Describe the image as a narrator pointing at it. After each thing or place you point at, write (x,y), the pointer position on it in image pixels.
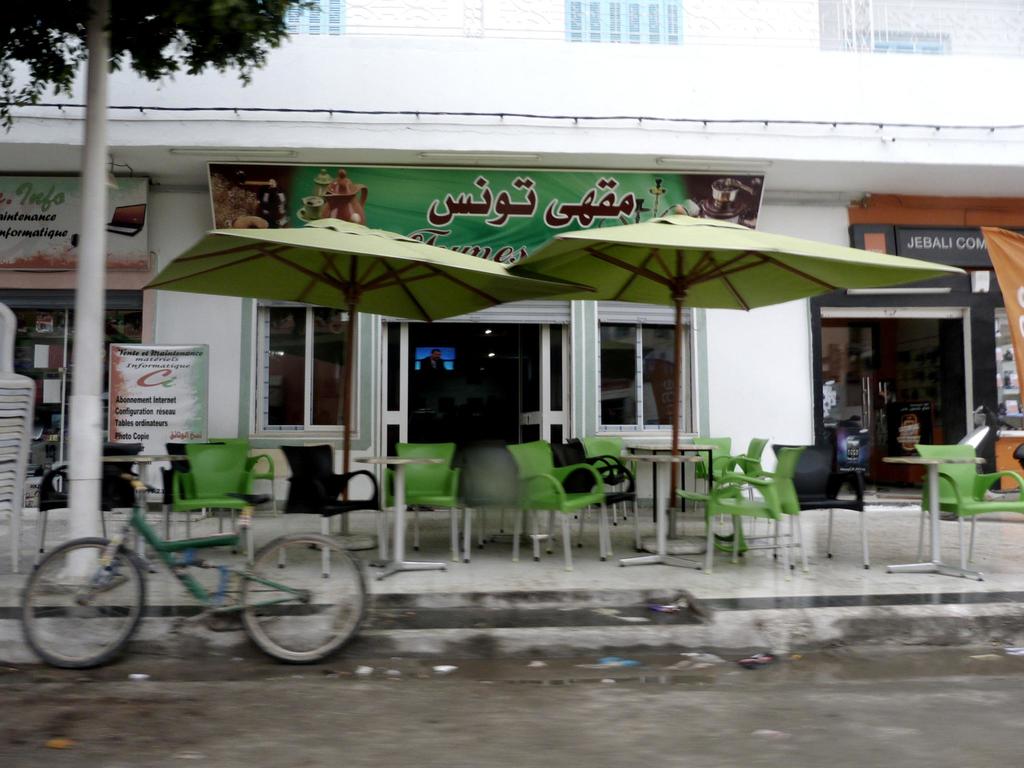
In this image there is a building (263,90), there are windows (318,27) truncated towards the top of the image (646,20), there is the wall (637,94), there are banners (391,210), there is text (435,212) on the banners (262,218), there is a pole (84,180) truncated towards the top of the image (113,19), there is a tree (171,36) truncated towards the top of the image (200,31), there are chairs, there are tables (394,490), there are group of chairs (24,408) truncated towards the left of the image (10,424), there is a bicycle (141,580), there is the road (690,700).
